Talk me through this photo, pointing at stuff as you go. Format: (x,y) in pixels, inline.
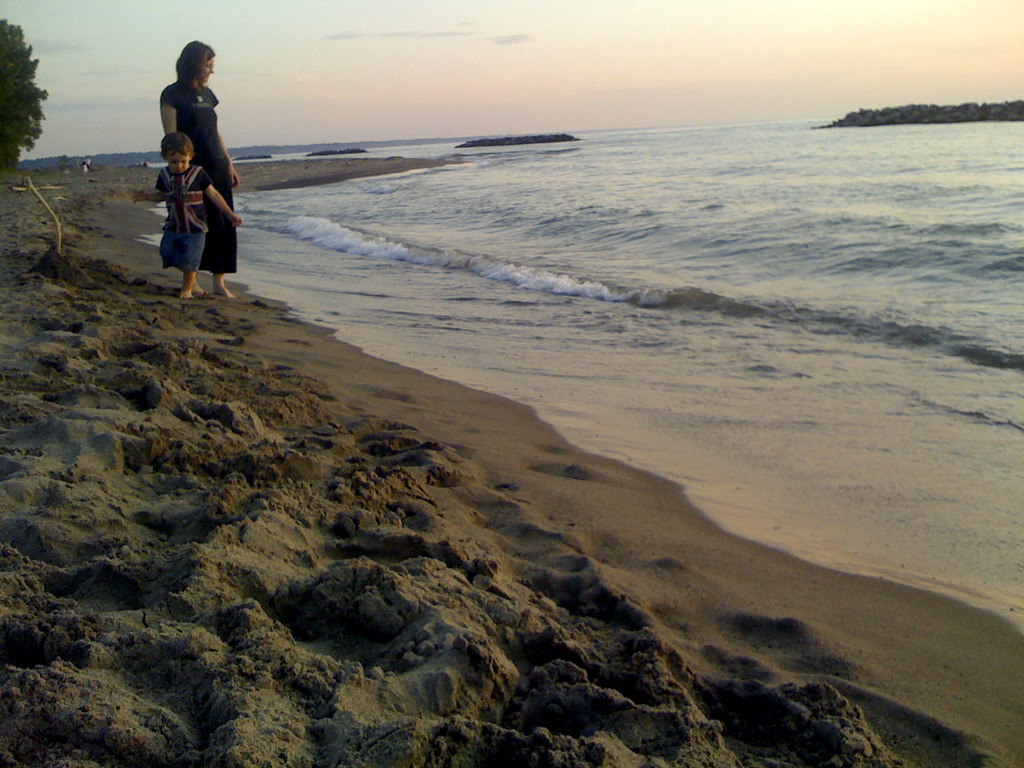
In this image there is water (378,267). A woman (209,142) and a kid (183,255) standing near the water (510,348). There is sand (328,451). There is a tree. There are mountains (928,110). There is a sky (583,88).
